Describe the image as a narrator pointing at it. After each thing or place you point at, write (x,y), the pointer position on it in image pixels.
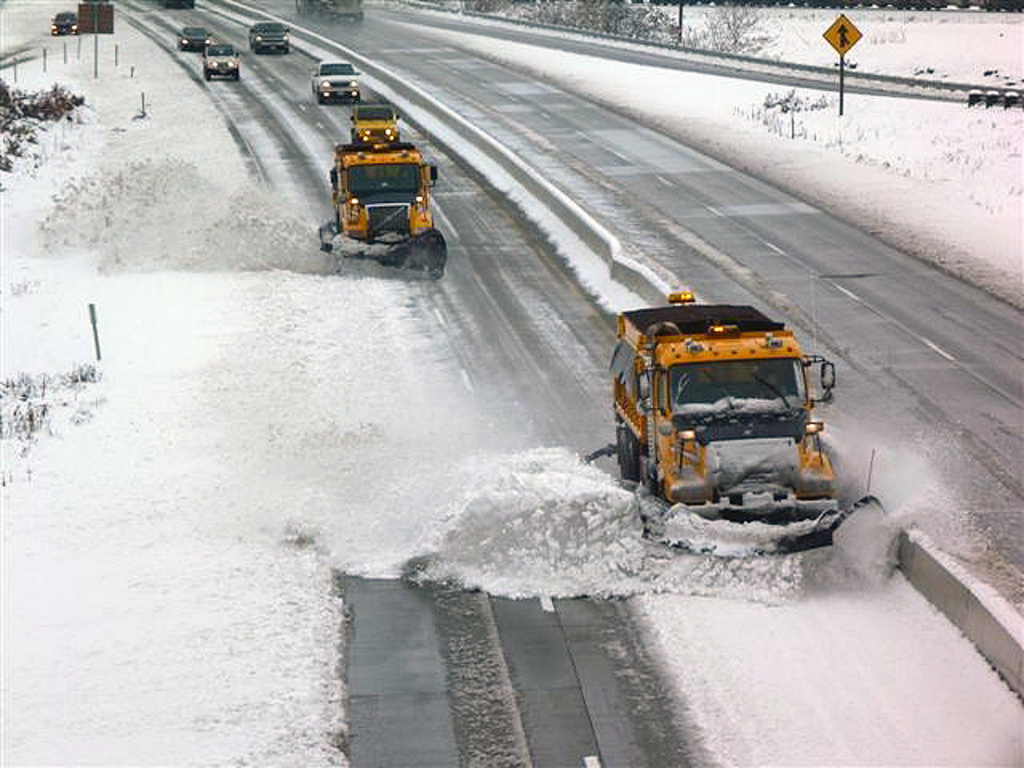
In this image we can see a few vehicles (672,359) on the road (520,316), there are some trees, poles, snow (999,153) and boards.
